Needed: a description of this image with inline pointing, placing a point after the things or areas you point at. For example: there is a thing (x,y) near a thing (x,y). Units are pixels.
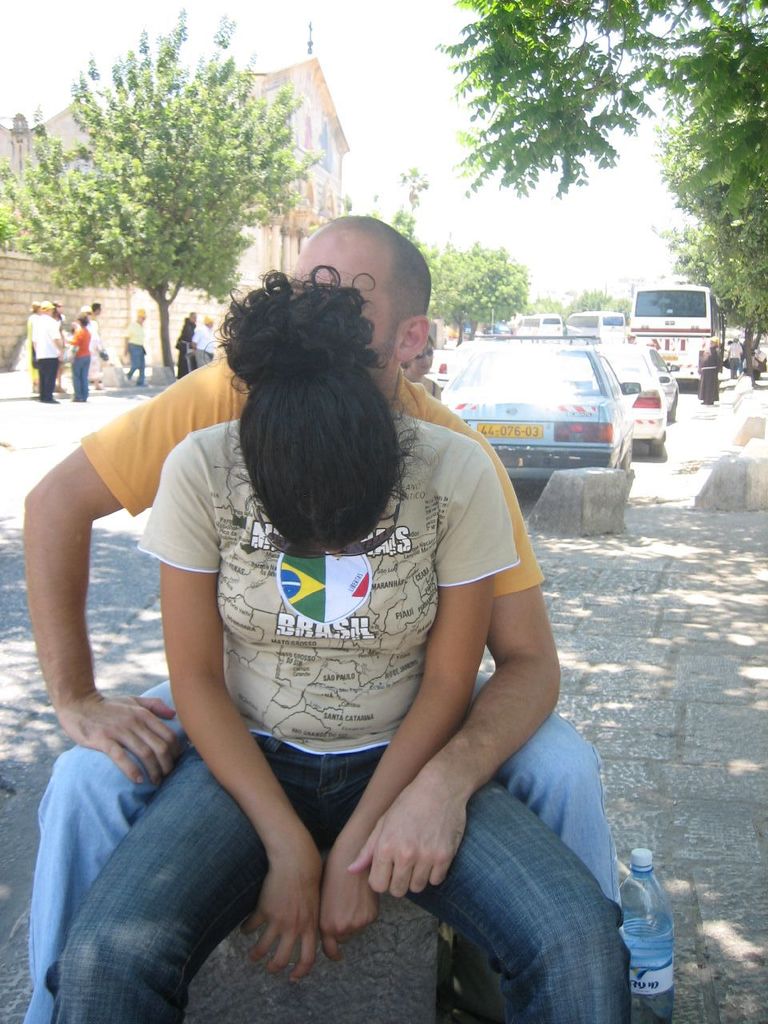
In this image there is a man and a woman (364,551) sitting and there is water bottle (640,921) on the path (679,874). In the background (583,326) there are many vehicles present on the road (85,424) and there are also few people (88,372) visible. Image also consists of buildings (315,112) and also trees (543,50). Sky (647,225) and wall (41,280) is also visible in this image.
